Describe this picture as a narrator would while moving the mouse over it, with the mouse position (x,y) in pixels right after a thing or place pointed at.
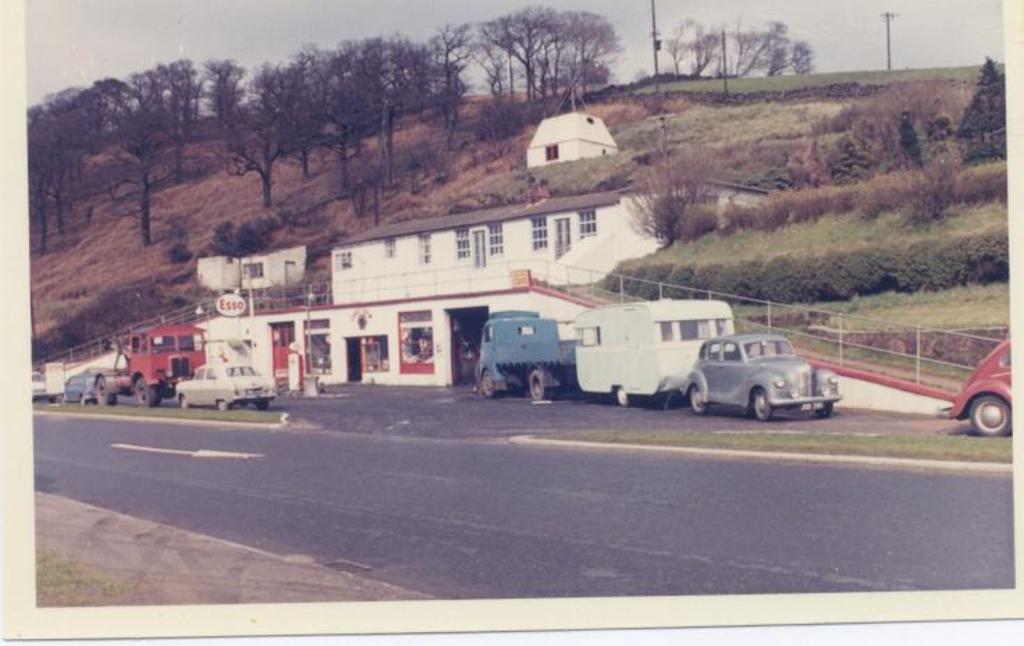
In this picture we can see the photo of vehicles (175,361) on the road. Behind the vehicles (263,384) there is a building (348,287), iron grills (418,282), electric poles (659,44), trees (410,81) and the sky (215,45).
